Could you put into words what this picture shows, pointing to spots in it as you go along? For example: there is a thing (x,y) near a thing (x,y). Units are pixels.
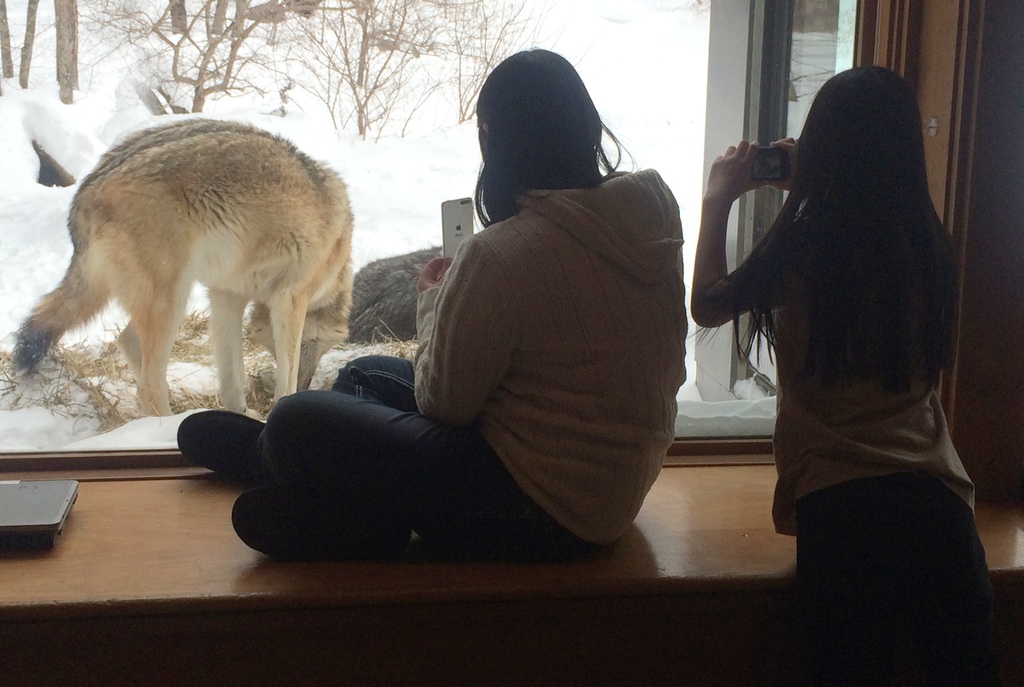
In this image, we can see two persons (597,512). Here a woman (797,205) is holding a camera (758,159) and other woman (493,259) holding a mobile (452,243). Here we can see woman (517,433) is sitting on the wooden table (29,577). Background (68,304) we can see glass window (632,142). Through the glass (184,324) we can see an animal (230,303), snow (197,307) and plants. On the left side of the image (60,499), we can see an object (35,514) on the wooden table (38,565).
